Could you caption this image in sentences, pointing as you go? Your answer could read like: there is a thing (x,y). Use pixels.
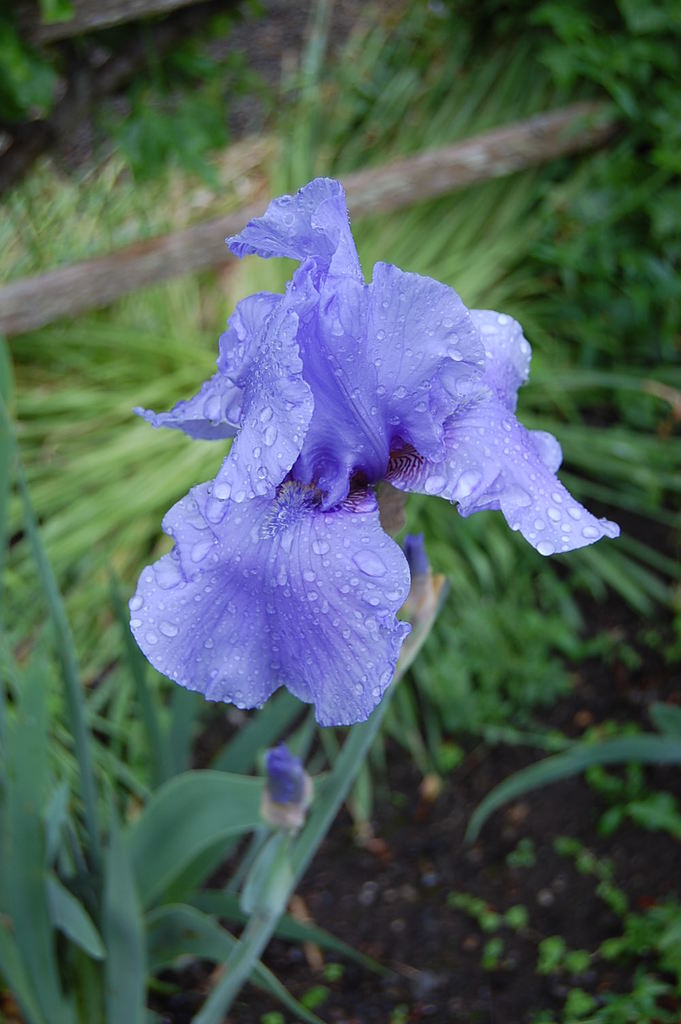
In this image I can see the purple color flowers (259,611) to the plant (456,471). In the background (110,280) I can see the wooden log (90,271), grass (485,58) and few more plants (485,58).
